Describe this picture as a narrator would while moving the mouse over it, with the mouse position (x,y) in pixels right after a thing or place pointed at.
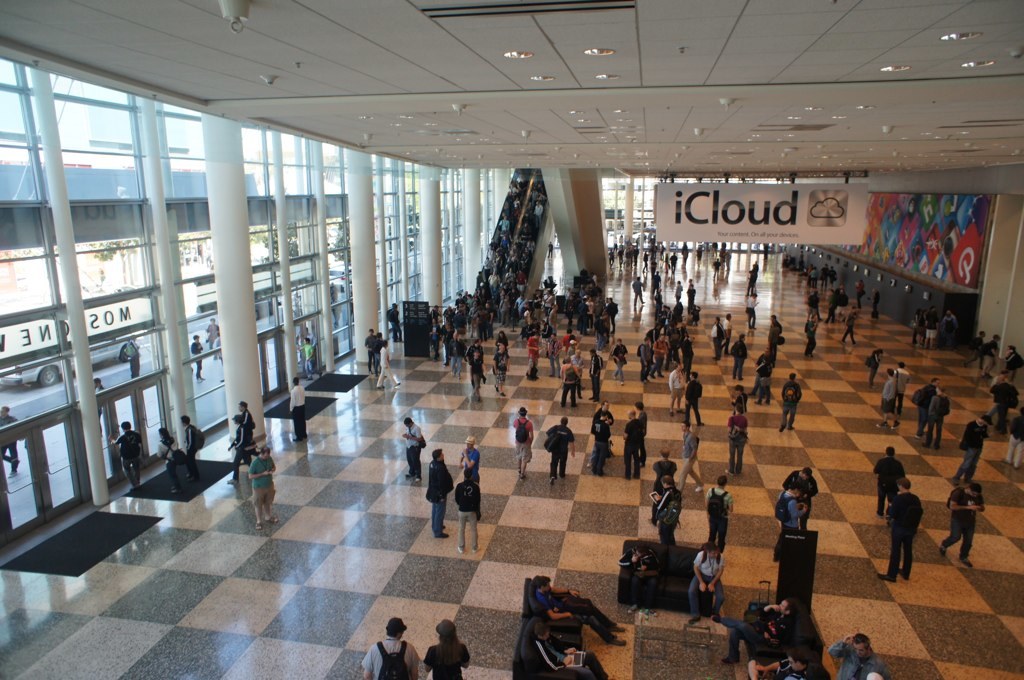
In this image we can see persons (887,386), escalator (485,278), windows (144,299), doors (64,461), cars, road (194,321), trees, board (897,213) and sofa set (535,591).
